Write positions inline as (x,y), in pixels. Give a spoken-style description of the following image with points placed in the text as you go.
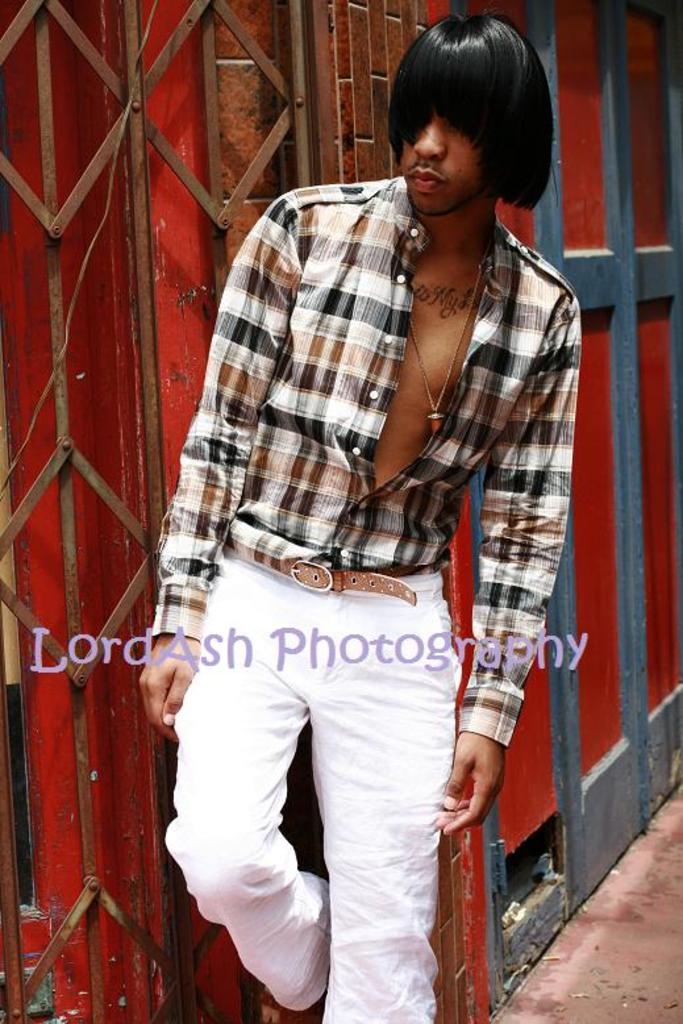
In this picture there is a man (353,375) who is wearing shirt (327,416) and trouser (305,663). He is standing near to the steel gate (146,538) and red color wall (202,379). Here we can see a watermark (557,662).
